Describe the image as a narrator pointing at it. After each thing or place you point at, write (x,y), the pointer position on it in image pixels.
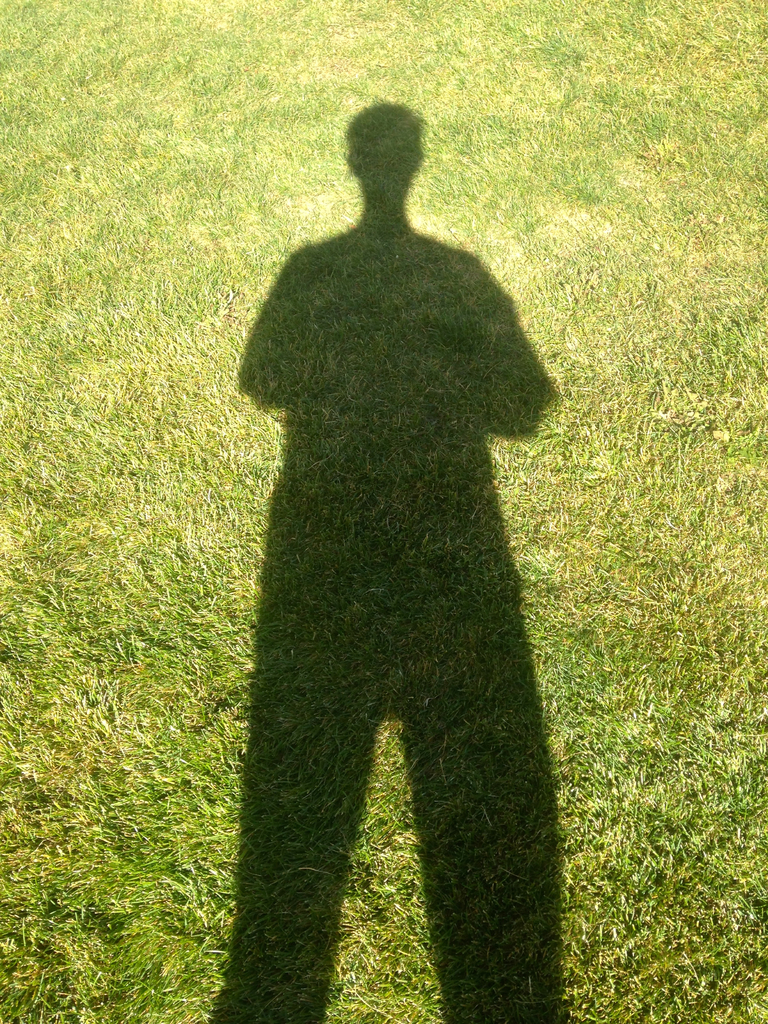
In this image I can see the grass (122,435) on the ground (171,320) and the shadow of the person (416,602).
